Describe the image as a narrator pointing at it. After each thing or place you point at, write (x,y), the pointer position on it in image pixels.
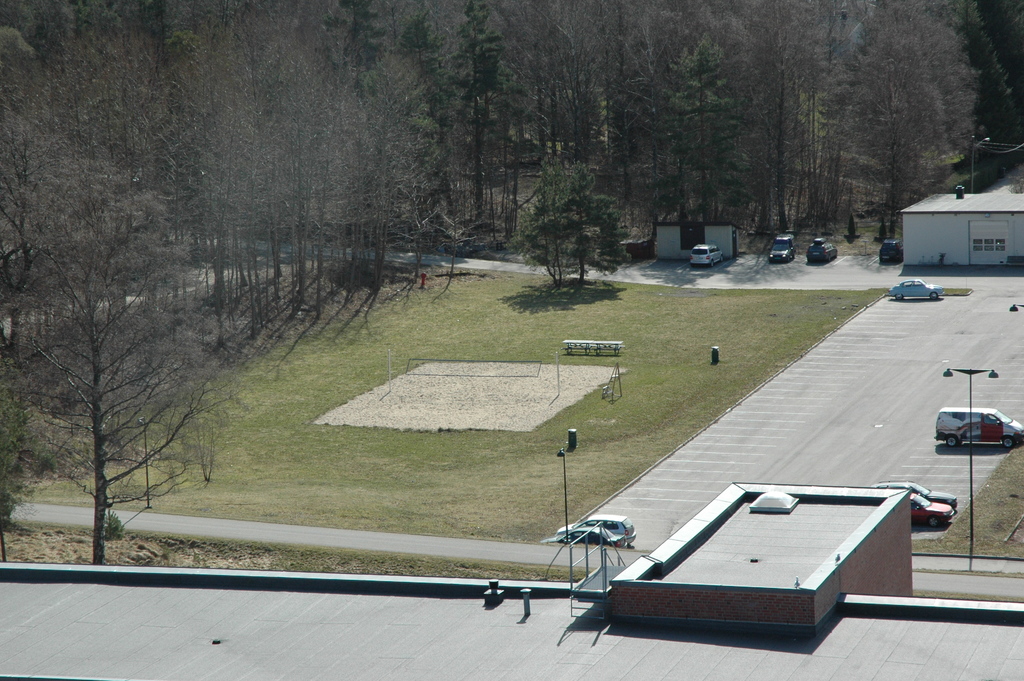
In the foreground (664,583) there is a building (654,602). On the left (104,287) and in the background (417,116) there are trees (529,153). Towards right (876,366) there are vehicles (924,293), building (926,251), path (991,313), grass (639,359), benches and various objects (446,368).
